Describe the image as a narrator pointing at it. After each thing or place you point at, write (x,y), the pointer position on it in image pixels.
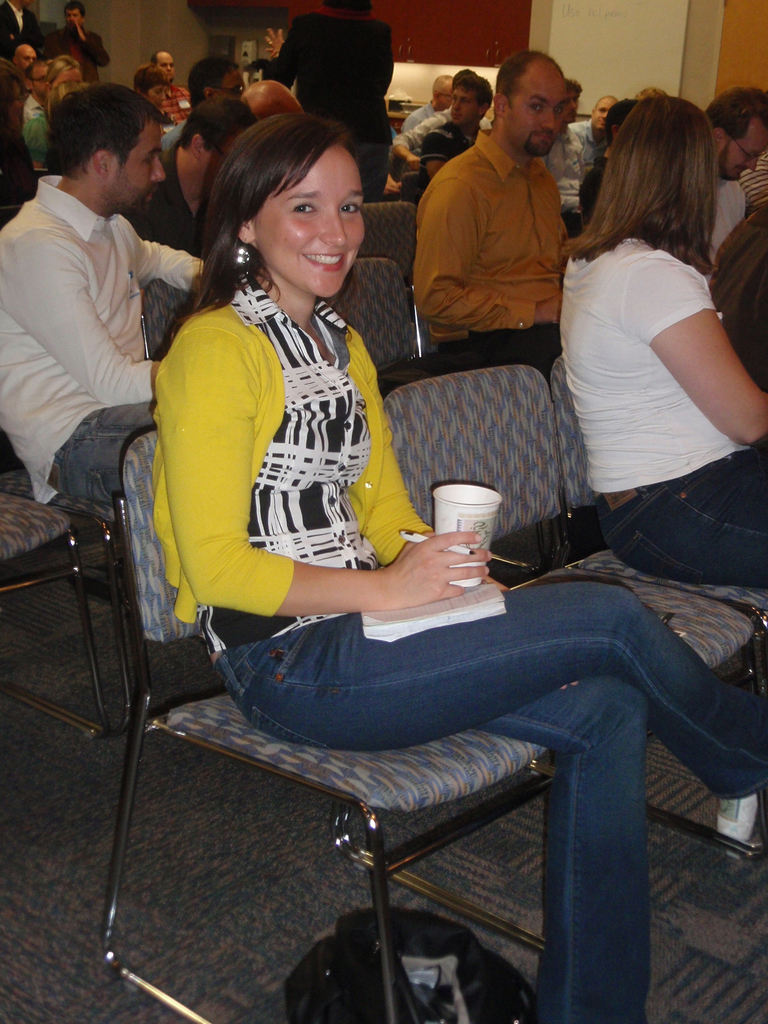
Here is the woman (324,268) sitting on the chair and she is smiling and she is holding a glass (470,565) in her hand (426,600), and there are group of people (700,292) sitting, and here a woman (339,86) is standing.
